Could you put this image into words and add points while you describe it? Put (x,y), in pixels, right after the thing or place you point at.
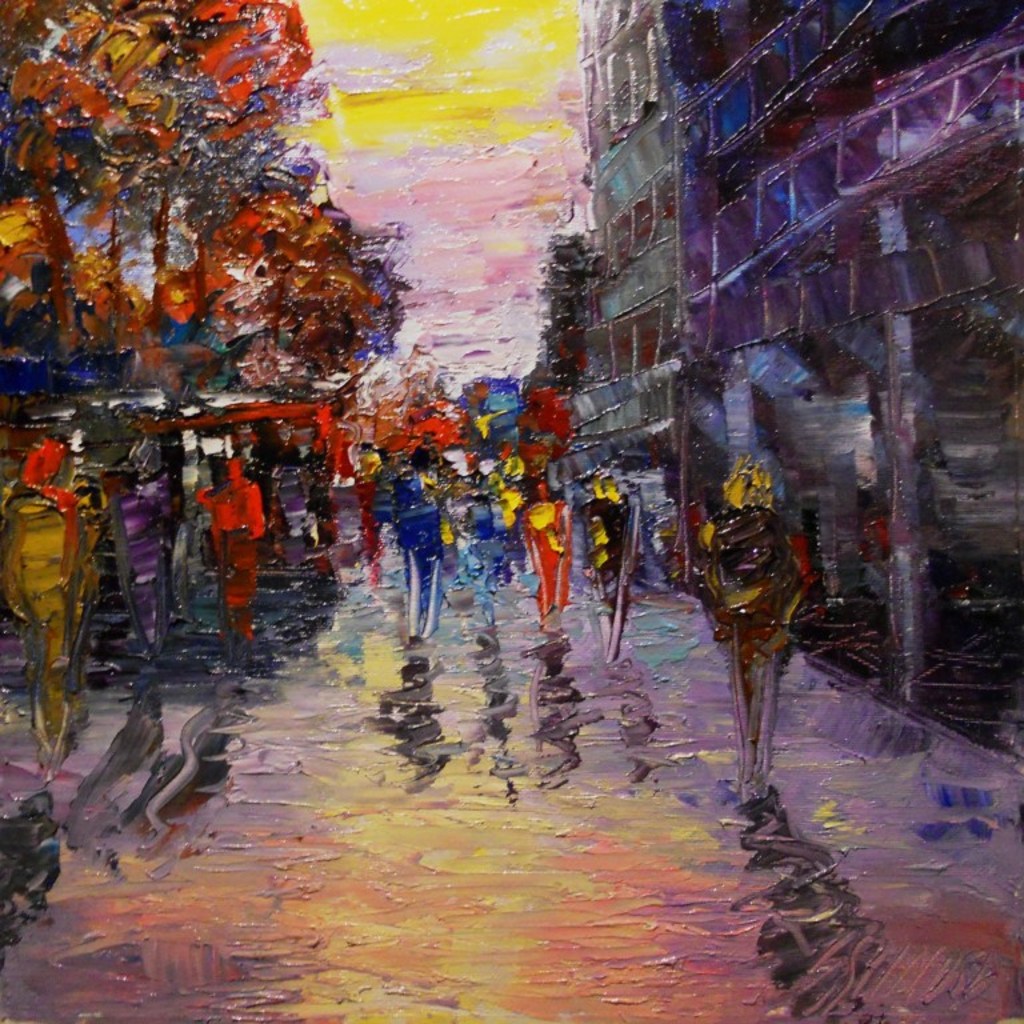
In this picture we can see a painting (391,854), here we can see the ground (314,847), building (1008,73) and some objects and we can see sky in the background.
